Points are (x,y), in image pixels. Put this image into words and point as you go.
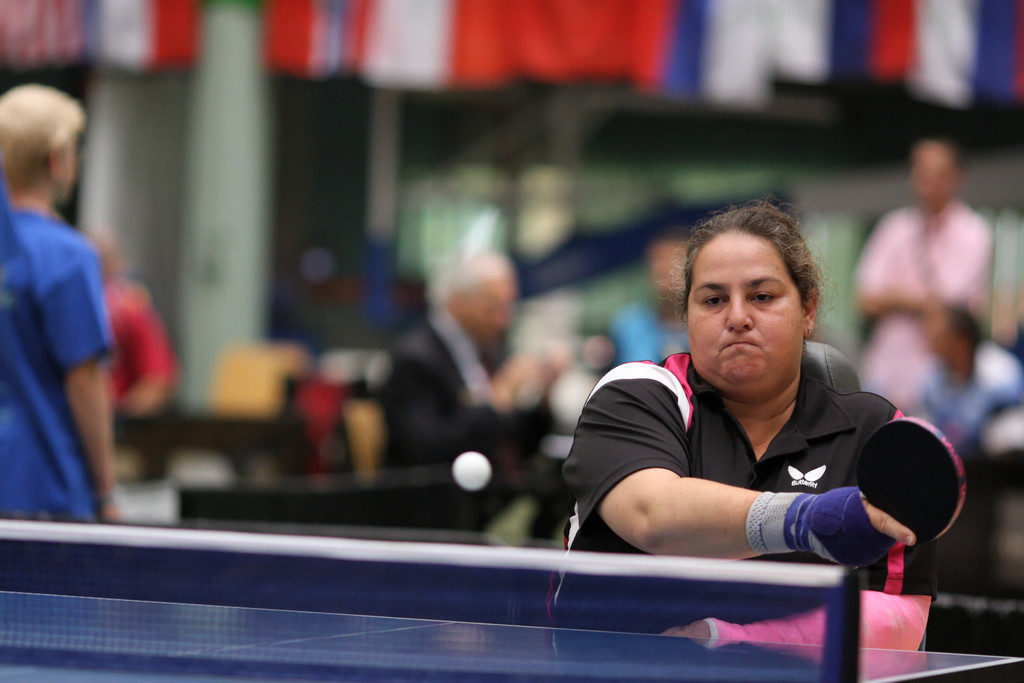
On the right side (755,419), there is a woman (793,427) in a black color t-shirt (791,422), wearing a wrist band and playing table tennis with a white color ball (488,479), in front of a table (386,678) which is having a net (185,562). On the left side (30,387), there is a person (43,283) in a blue color t-shirt (48,306), standing. And the background (157,253) is blurred.
